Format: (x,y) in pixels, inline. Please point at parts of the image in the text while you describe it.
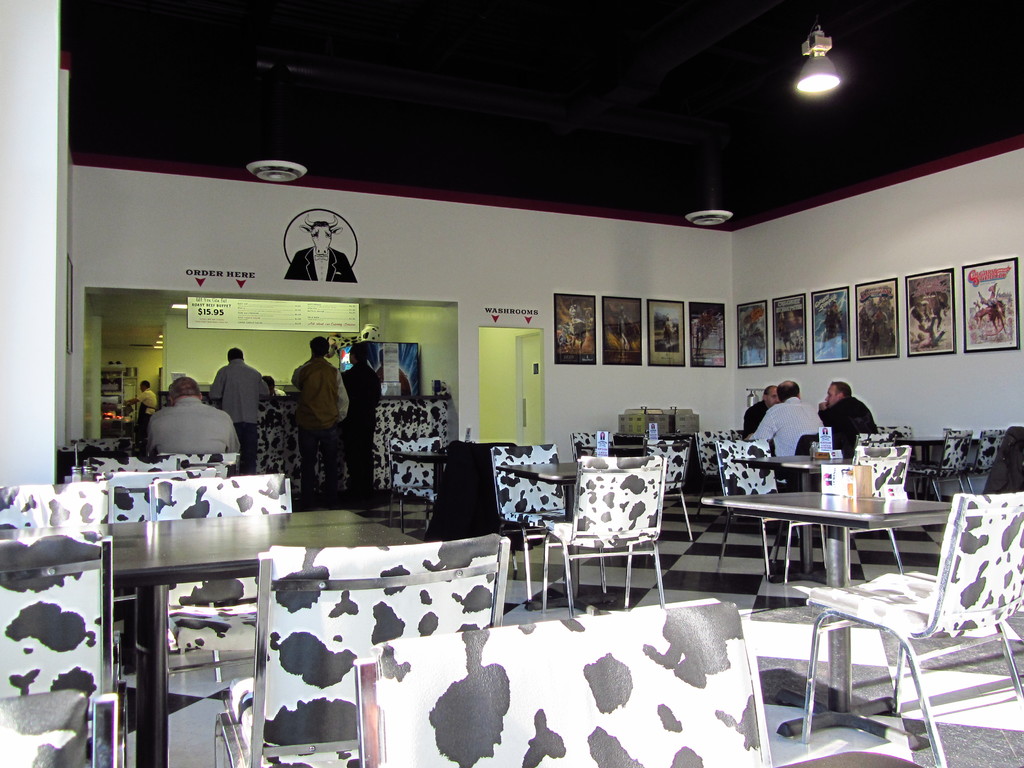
There is a floor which was arranged with tables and chairs (707,638) and on the other side there is a counter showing order area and few men (371,403) are standing there and beside that there is a wash room (493,327) for which door (529,343) is open and showing the way (494,378) and on the other side there are 3 men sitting at the table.
